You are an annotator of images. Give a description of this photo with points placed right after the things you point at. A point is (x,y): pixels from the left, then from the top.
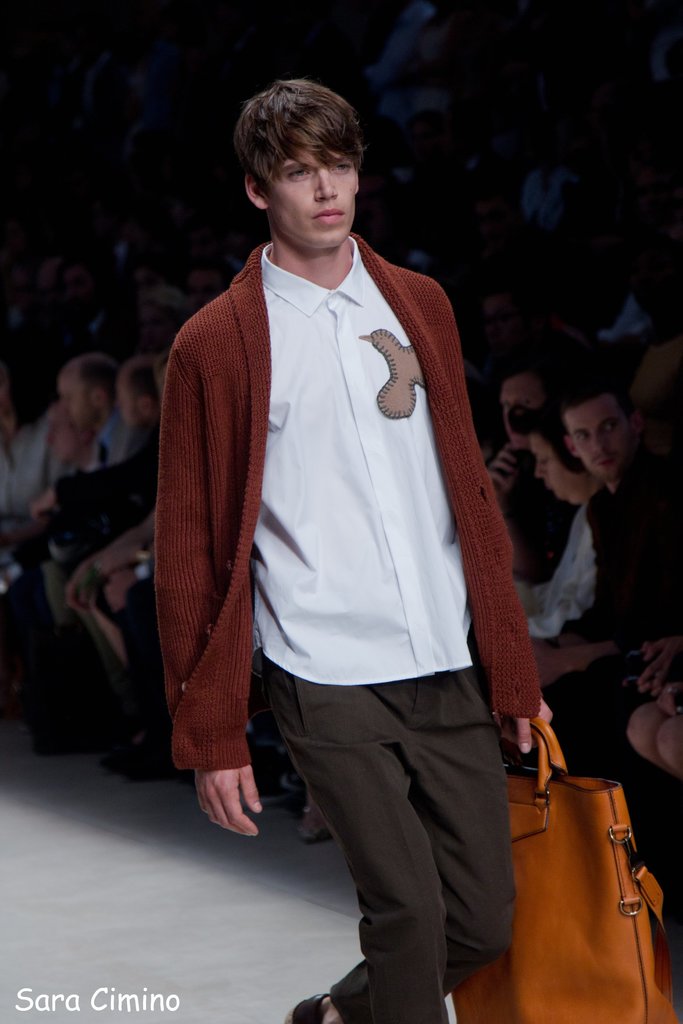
Here we can see a man (204,434) with a bag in his hand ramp walking and beside him we can see a group of people (653,452) viewing him.
